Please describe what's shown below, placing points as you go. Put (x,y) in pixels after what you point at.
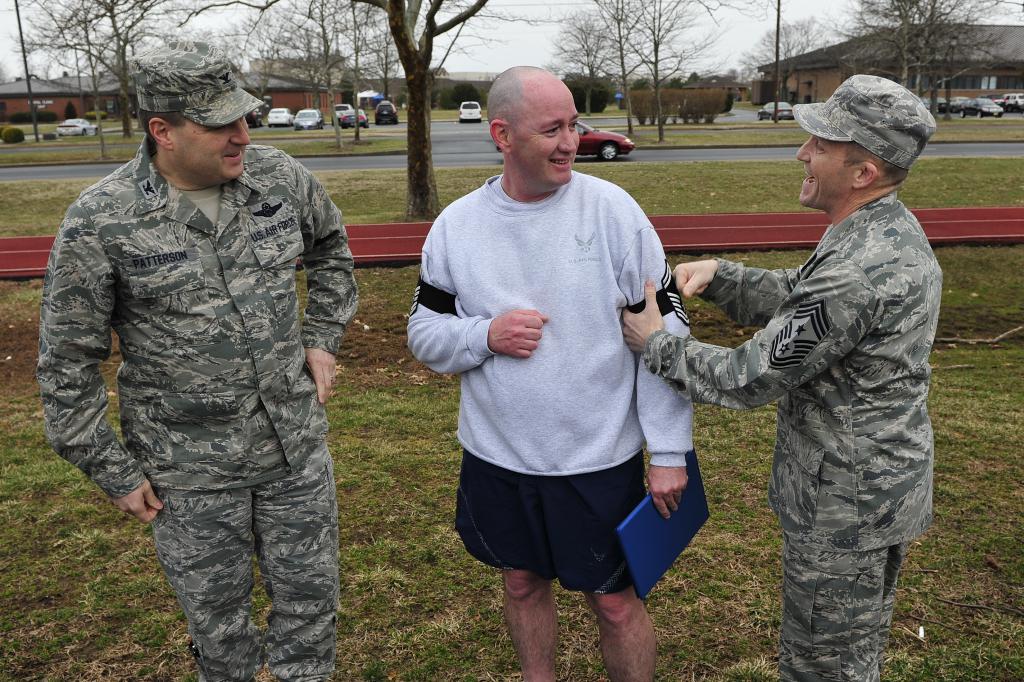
In this picture I can see three persons (308,324) standing and smiling, there is a person (636,440) holding an object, there are buildings (1018,57), trees (421,114), there are vehicles (277,115) on the road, and in the background (437,20) there is the sky (362,24).
